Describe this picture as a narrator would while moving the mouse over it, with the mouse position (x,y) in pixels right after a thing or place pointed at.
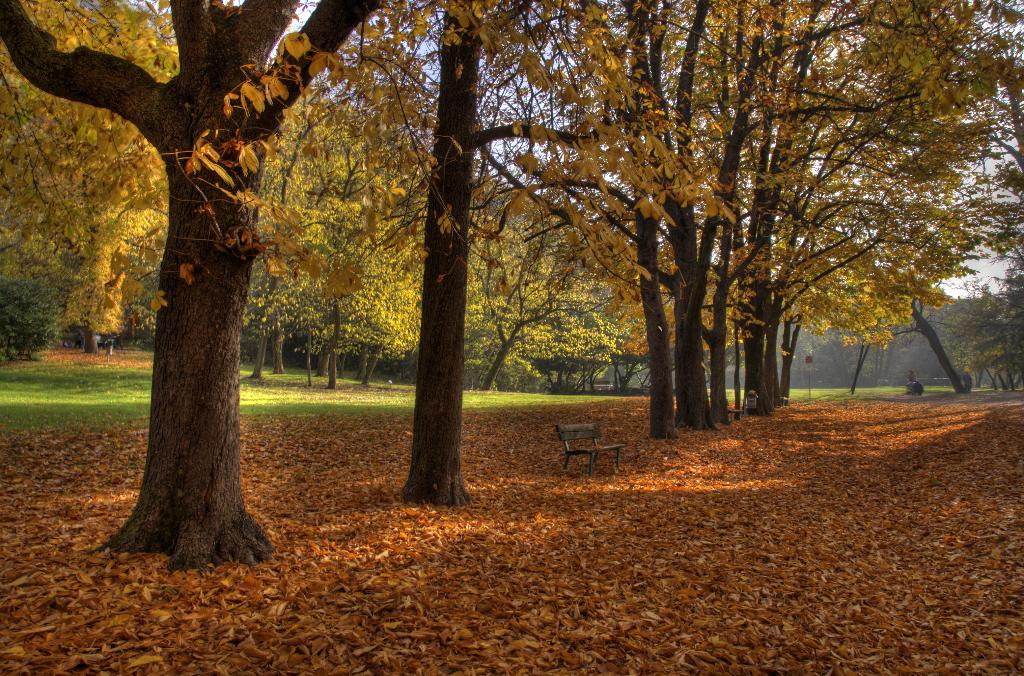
In this image we can see some trees (497,267), there are some leaves (498,427), a bench (592,455) and some other objects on the ground (634,457), in the background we can see the sky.
